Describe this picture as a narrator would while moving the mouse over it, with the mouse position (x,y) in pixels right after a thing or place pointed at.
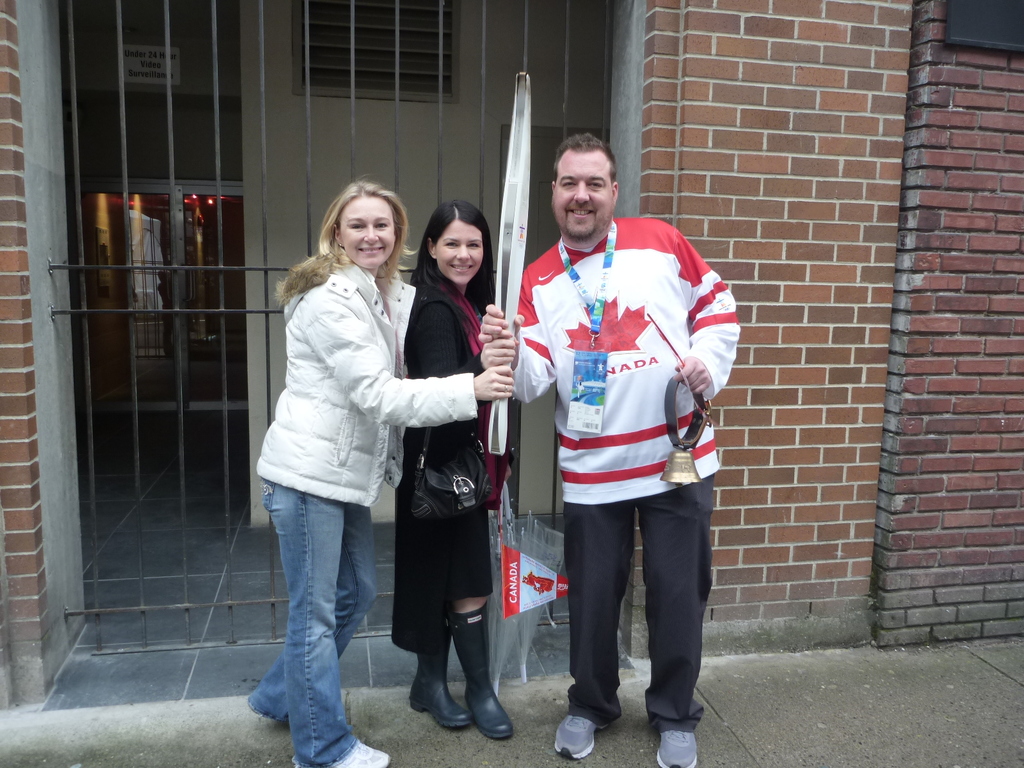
In this picture we can see a few people (456,413) are standing in front of the building (726,252) and holding an object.
